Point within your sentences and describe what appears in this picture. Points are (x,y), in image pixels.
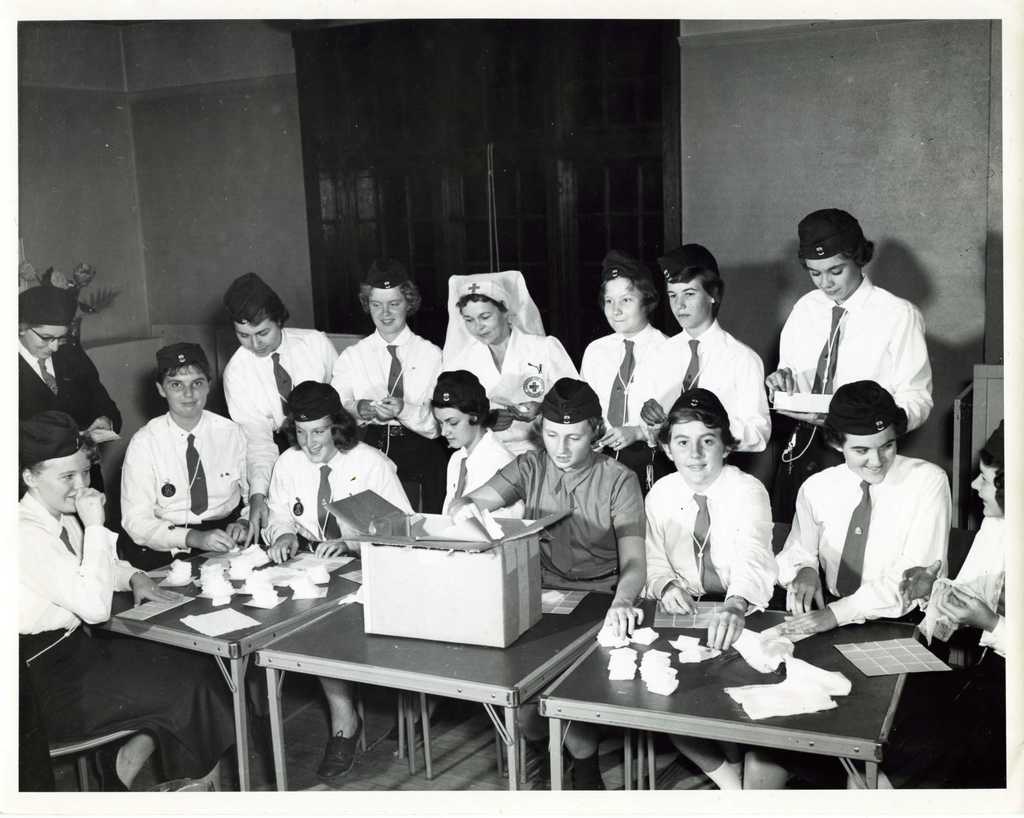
As we can see in the image, there are group of people (466,511) sitting and standing. In front of them there is a table (545,669). On table (452,671) there is a box (473,618) and papers (838,689).
